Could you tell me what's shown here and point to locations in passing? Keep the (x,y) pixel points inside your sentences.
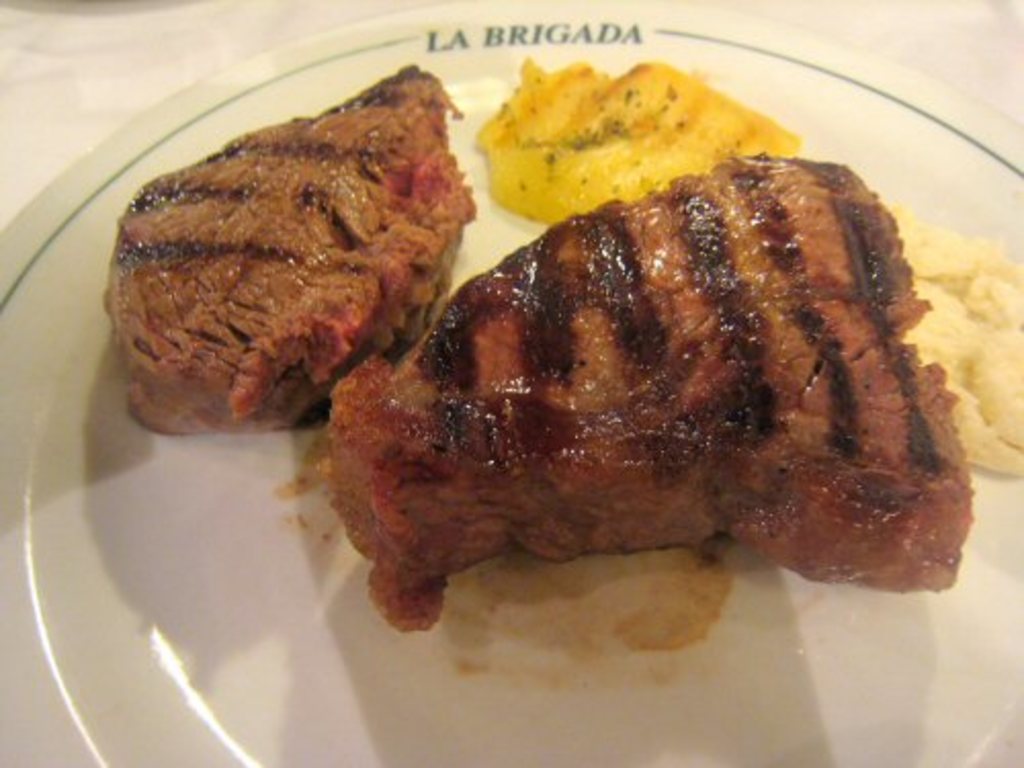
In the picture we can see food (753,290) on the plate (959,714) which is on a platform (77,113).
